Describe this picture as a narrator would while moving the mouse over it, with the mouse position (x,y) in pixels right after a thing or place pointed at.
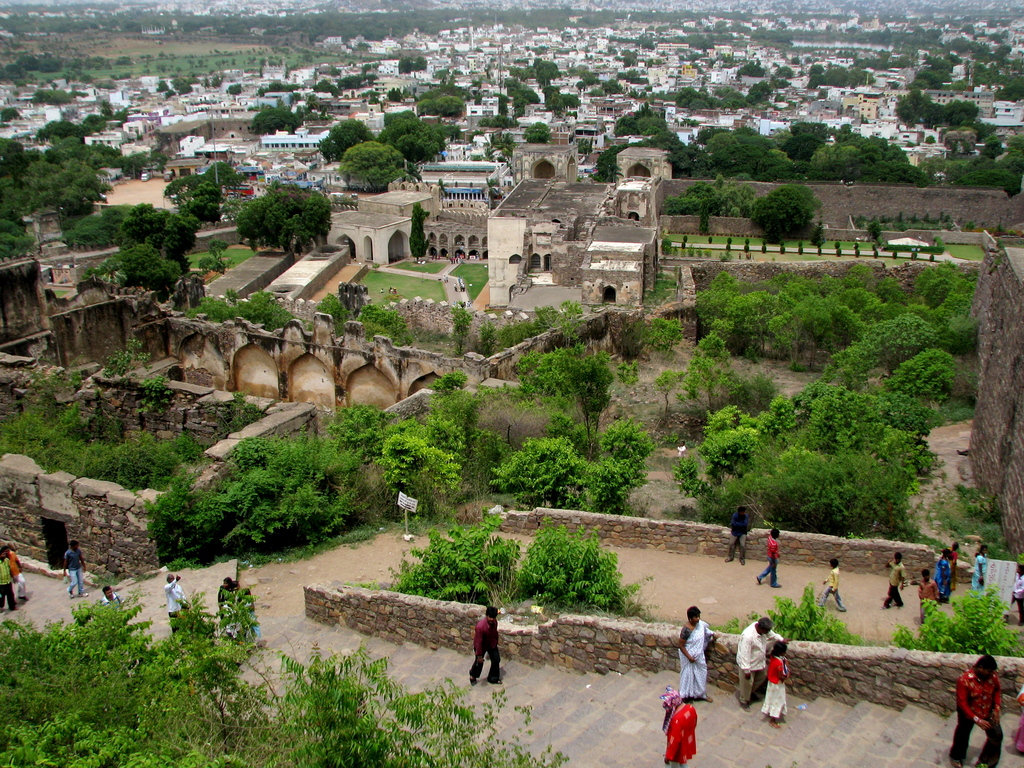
In this image, I can see the view of the city (538,87). These are the houses (177,111) and buildings (524,211). There are groups of people (80,564) walking. These are the stairs (551,702). I think this is a fort (505,363). These are the trees (506,443) with branches (236,745) and leaves (353,171).
